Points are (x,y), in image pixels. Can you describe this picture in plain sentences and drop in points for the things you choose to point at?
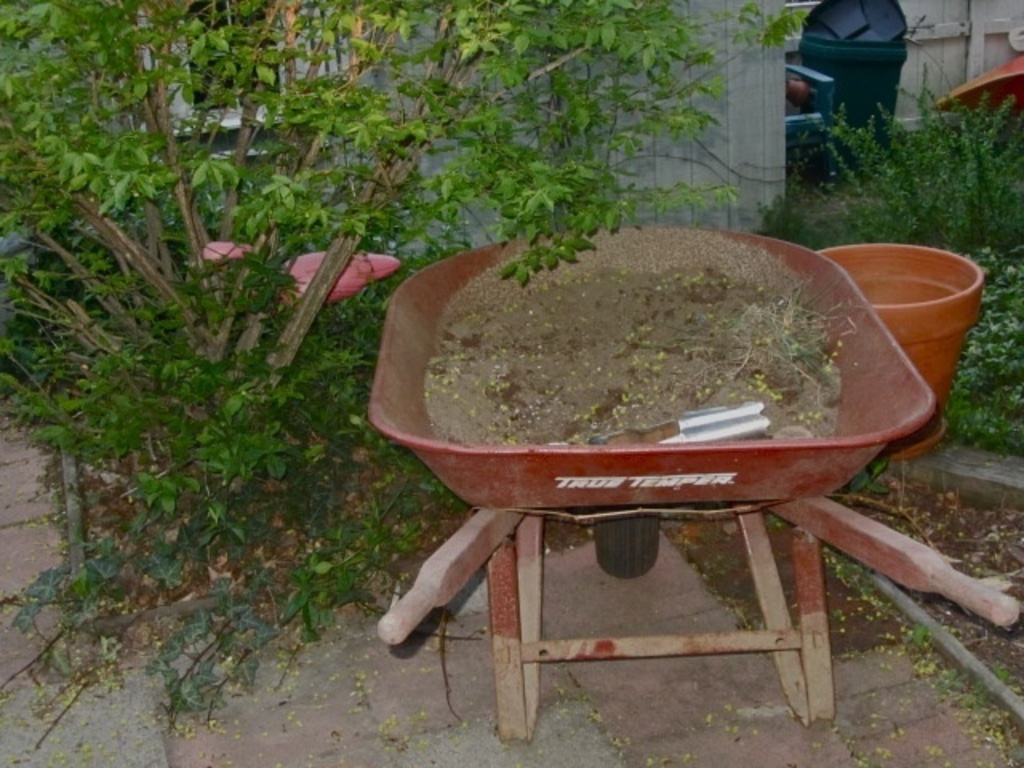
In this image we can see sand (536,328), grass (737,345) and an object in a cart (527,463). In the background (563,190) we can see plants (294,205), bucket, dustbin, chair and objects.
